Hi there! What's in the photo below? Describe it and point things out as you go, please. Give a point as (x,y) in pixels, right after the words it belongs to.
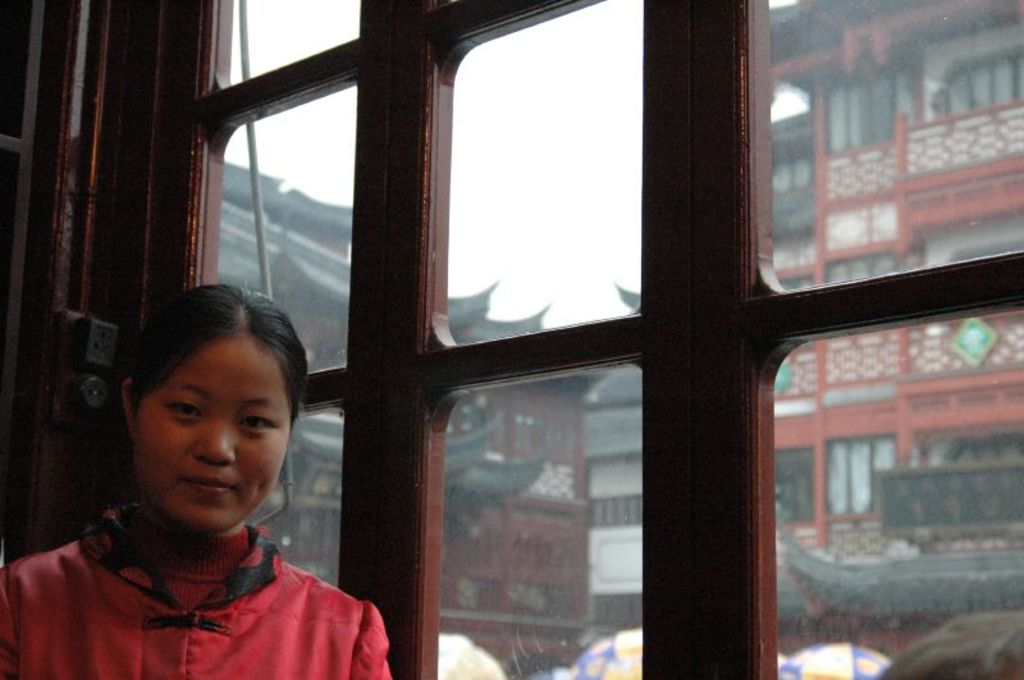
In the image we can see there is a woman (265,495) standing near the window (769,399) and she is wearing red colour dress (283,615). Outside the window (666,445) there are buildings (595,462) and there is clear sky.
